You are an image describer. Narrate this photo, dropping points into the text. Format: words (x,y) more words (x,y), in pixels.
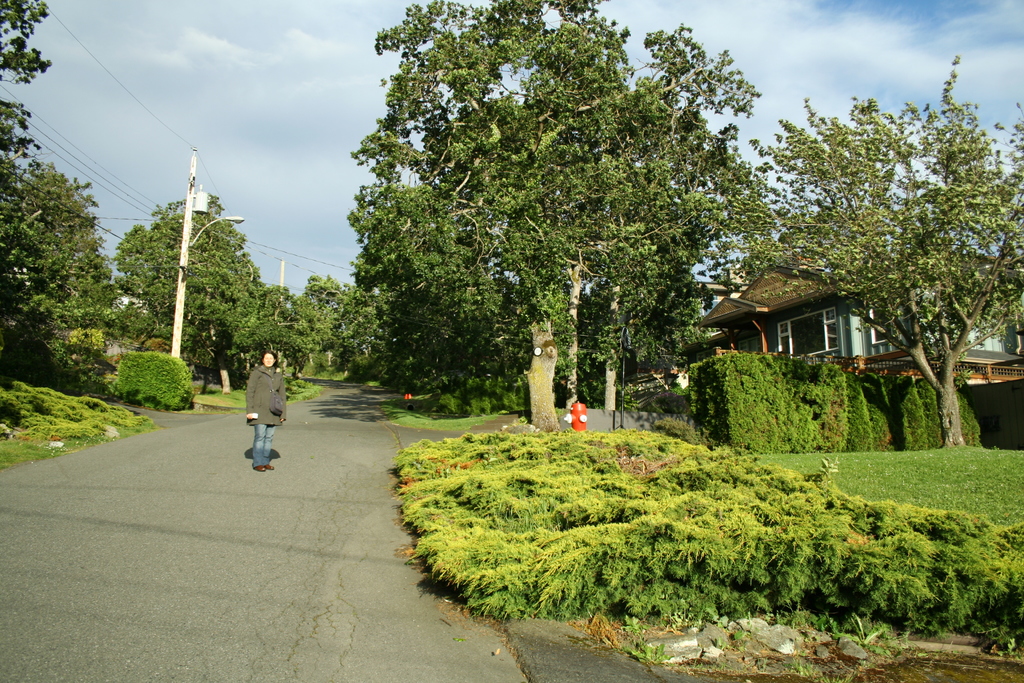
In this image there is a person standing in the middle of road (372,622), beside that there are trees (520,353), plants (808,504), electric poles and buildings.
